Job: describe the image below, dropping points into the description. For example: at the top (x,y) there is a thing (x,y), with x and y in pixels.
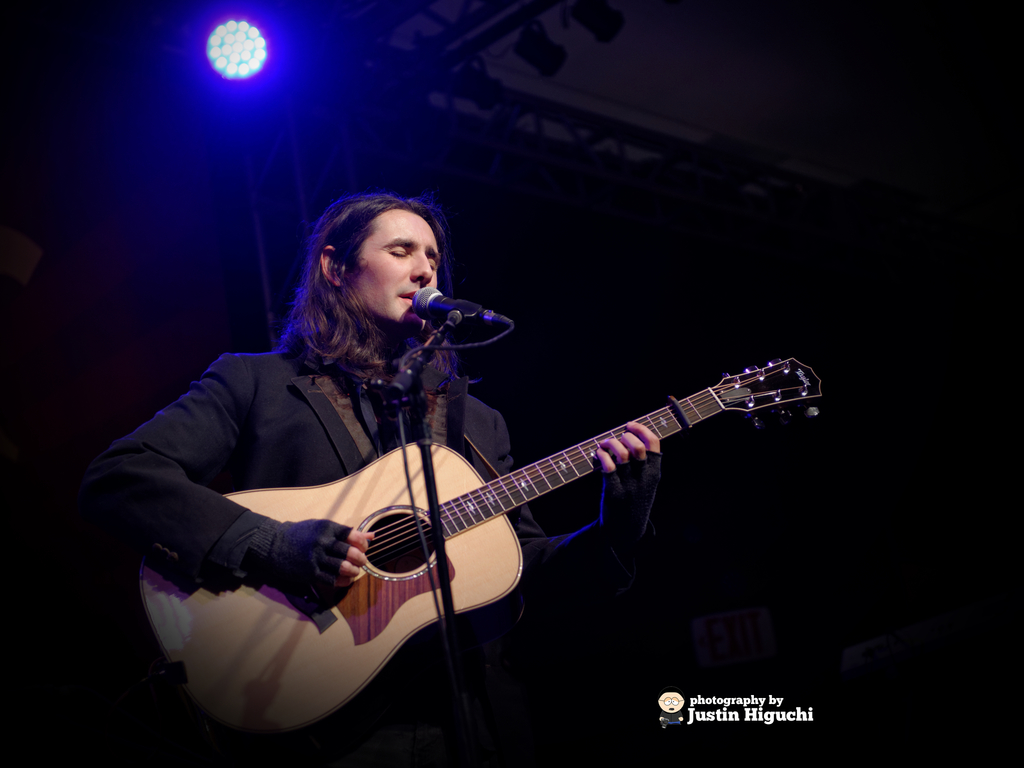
In this picture we can see man (433,254) singing on mic (428,306) and holding guitar (345,490) in his hand (625,460) and playing and in the background (248,53) we can see light (251,66) and it is blurry.
